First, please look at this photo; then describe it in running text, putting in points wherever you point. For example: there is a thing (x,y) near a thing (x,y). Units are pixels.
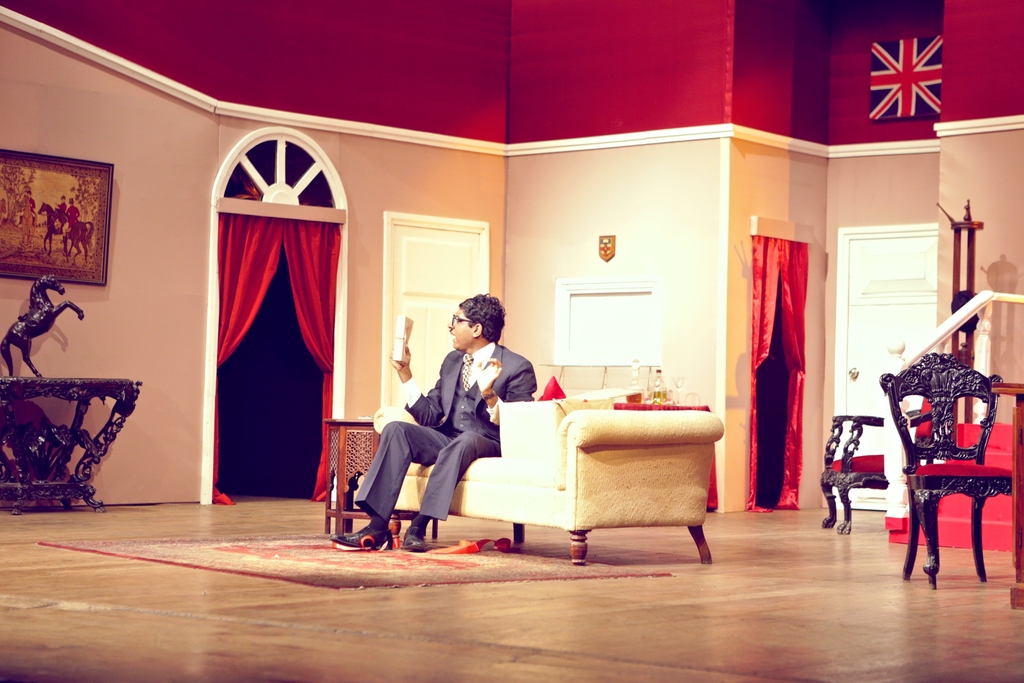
This is a picture of a person (465,403) who is sitting on the sofa (489,486) in the room (212,435) and in the room (192,416) we have a desk (82,411) on which there is a horse (53,314) and a frame (87,192) and the curtains (281,226) are red in color and the wall (381,75) is of red and white color and there are some chairs (930,496) in the room (854,392) and a floor mat (121,556).
